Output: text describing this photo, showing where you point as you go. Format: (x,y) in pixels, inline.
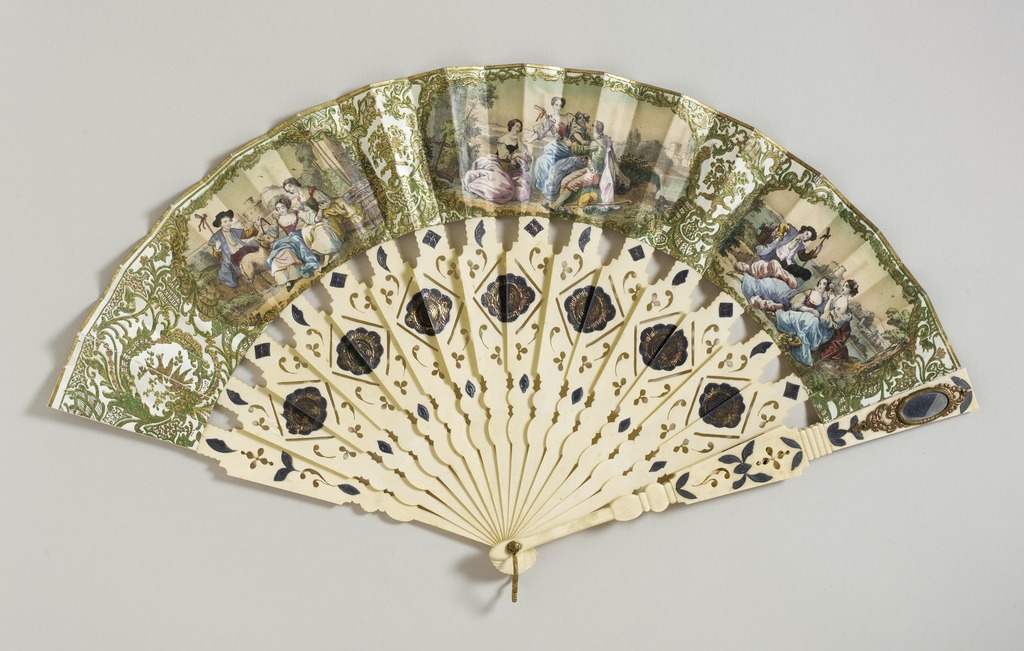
In this image we can see there are paintings (257,243) of the persons (576,130), trees (640,138), water (673,189), sky (595,97) and other designs (339,345) on the hand fan (398,411) which is placed on a surface (147,128). And the background (810,490) is white in color.
